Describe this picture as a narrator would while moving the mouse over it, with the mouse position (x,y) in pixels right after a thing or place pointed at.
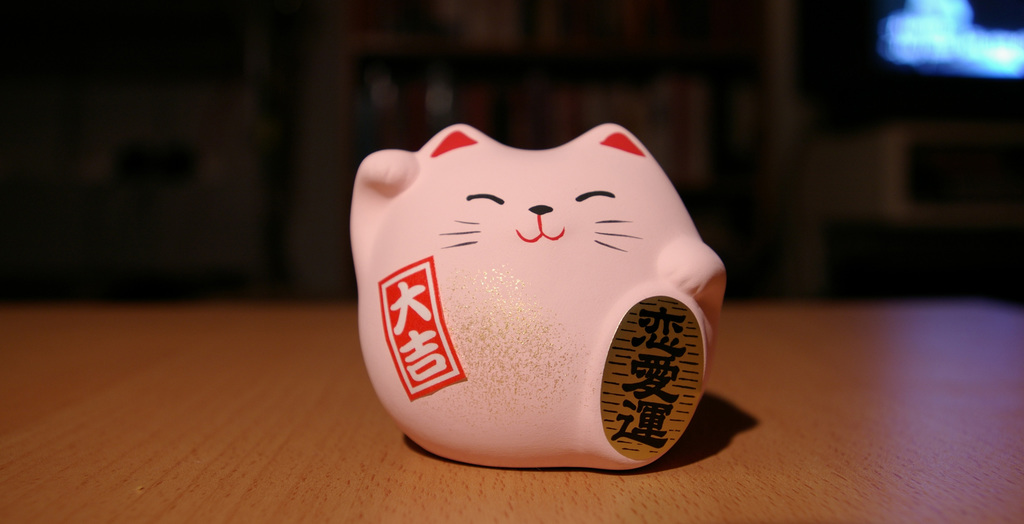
In this image I can see a pink colored object (529,297) which is on the brown colored surface (528,475). I can see a red colored stamp (427,326) on it and a gold and black colored badge (639,382) attached to it. I can see the blurry background (650,24).
